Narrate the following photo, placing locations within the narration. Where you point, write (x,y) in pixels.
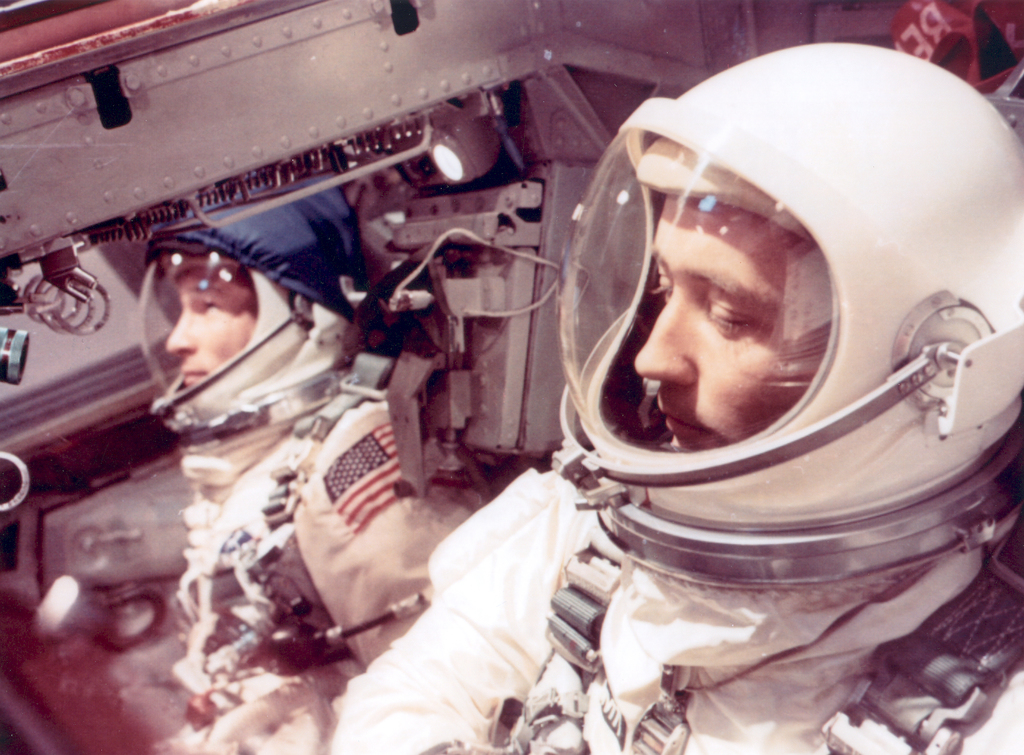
In this image there are two men (444,503) sitting in a spaceship (169,50) wearing space suit (541,577).
